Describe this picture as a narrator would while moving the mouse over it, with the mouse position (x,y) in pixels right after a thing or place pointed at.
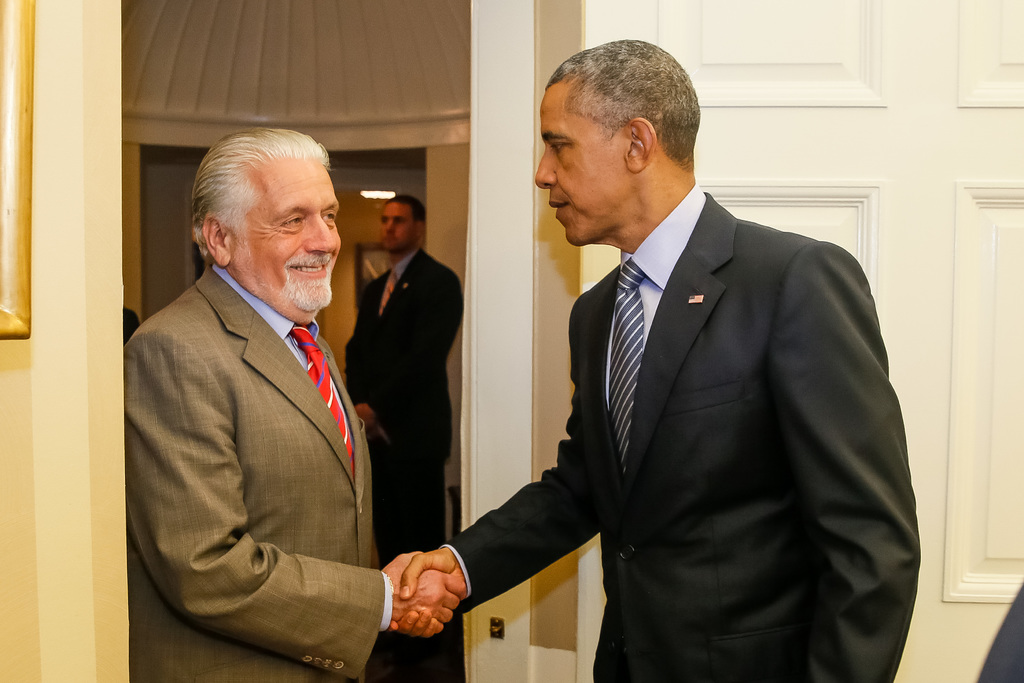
In picture we can see obama (709,227) who is wearing suit (612,483). He is shaking hand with an old man (278,286) who is wearing brown suit (299,451). Both of them are standing near to the door (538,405). In the back (442,353) there is a security man (414,426), standing near to the wall (449,239). Here we can see photo frame (371,249) and light (371,190).
